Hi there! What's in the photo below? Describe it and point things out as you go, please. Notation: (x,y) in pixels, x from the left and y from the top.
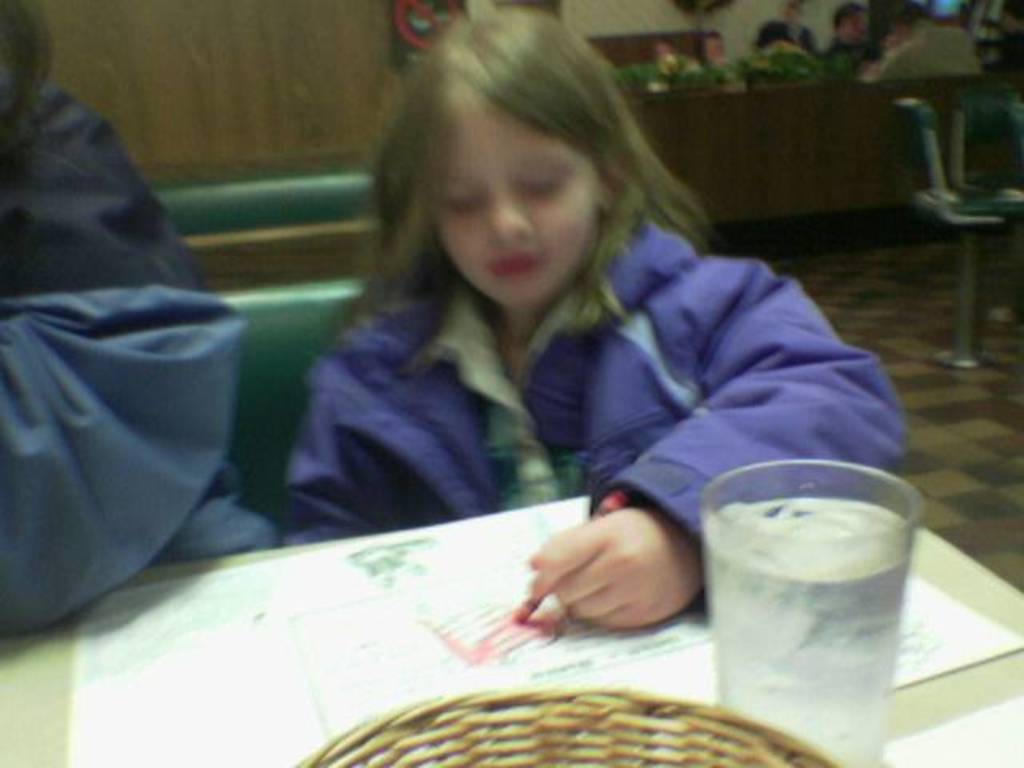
A girl (598,627) is drawing and on the right (995,233) everyone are sitting on the chairs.
